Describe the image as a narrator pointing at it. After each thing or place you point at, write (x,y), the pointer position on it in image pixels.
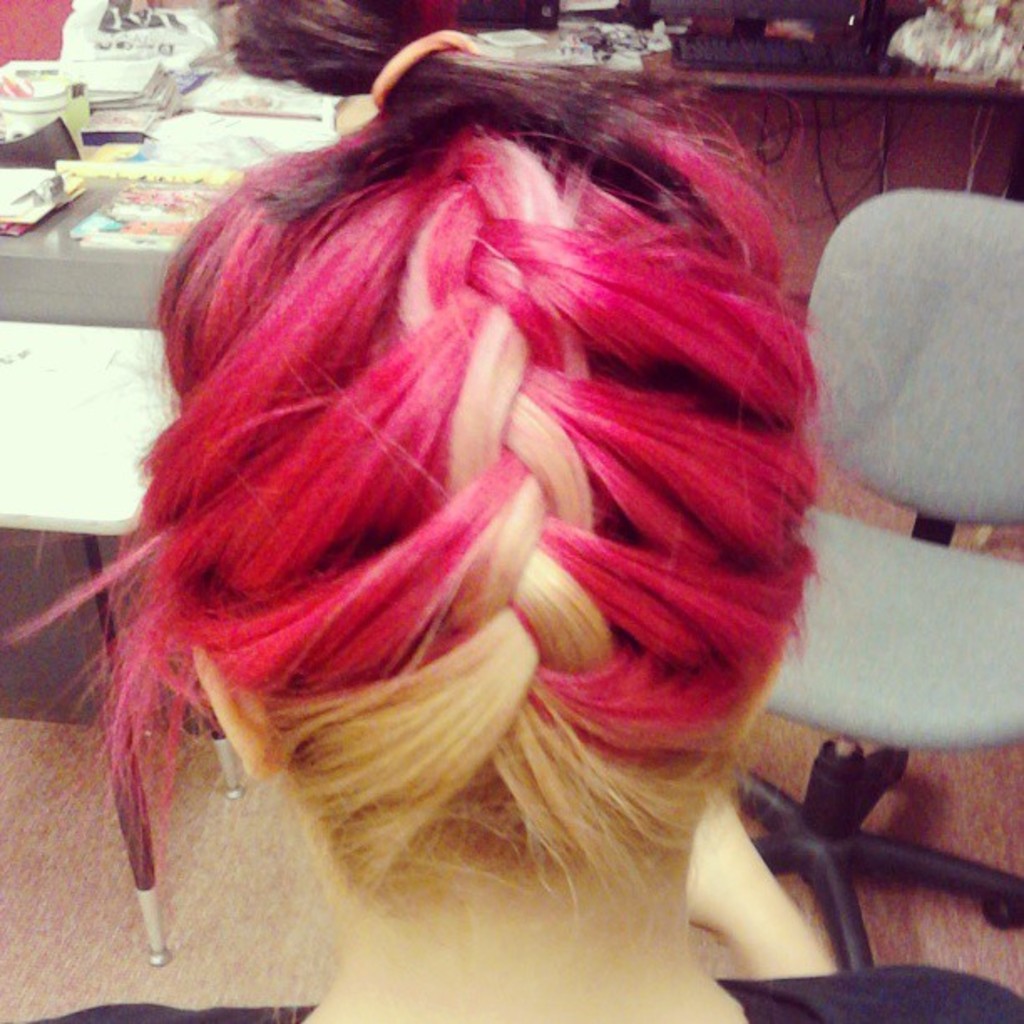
In this picture we can see a person (498,920) in the front (498,931), on the right side (910,617) there is a chair (953,506), we can see a table (883,87) in the background (921,104), there is a keyboard (799,46) and a monitor (768,11) on the table (905,81), on the left side (143,197) we can see some things (92,173).
